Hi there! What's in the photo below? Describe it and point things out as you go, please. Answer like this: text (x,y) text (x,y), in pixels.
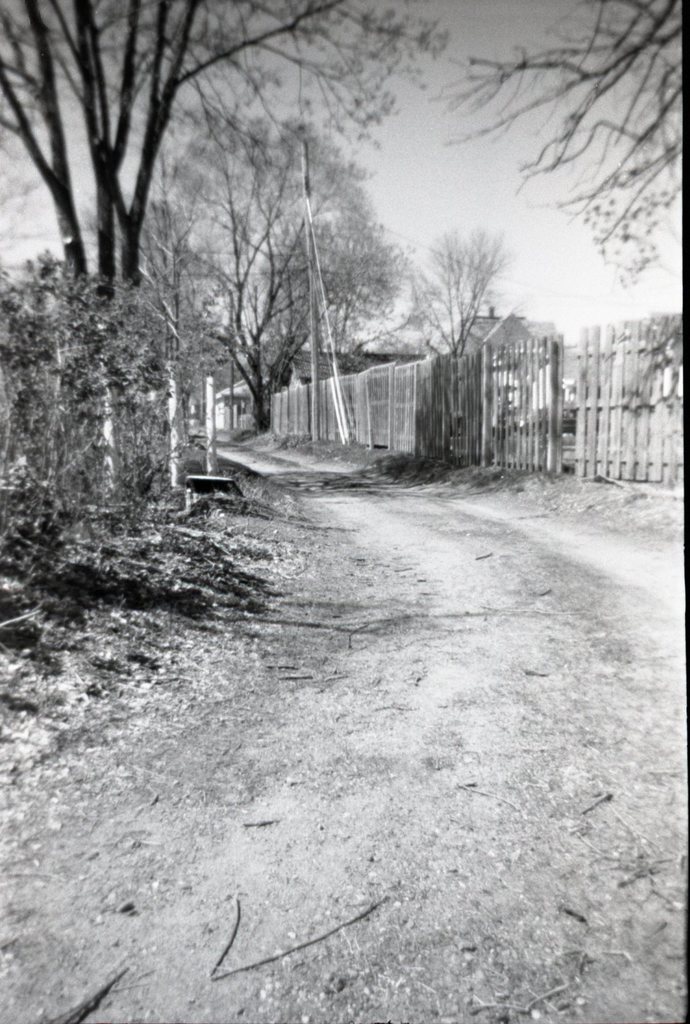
In this image we can see few trees (210,303), plants (192,383), few small poles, a fence (344,414), a building (511,336), a road (452,562) and the sky (500,296).
